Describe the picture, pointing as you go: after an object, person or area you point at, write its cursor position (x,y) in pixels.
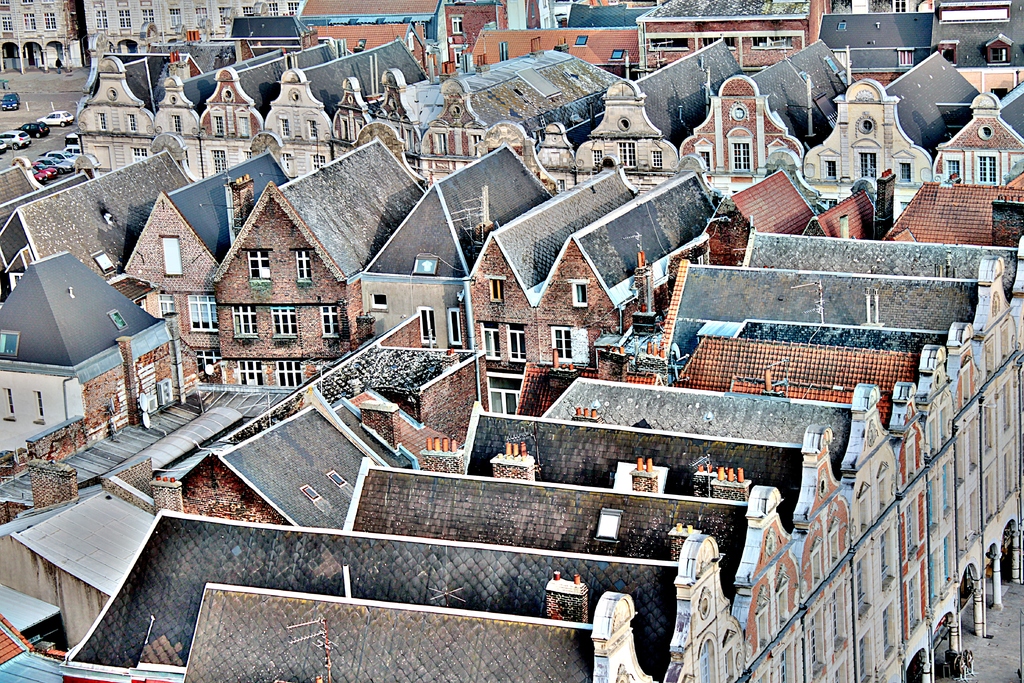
In the picture we can see full of house buildings (531,635) and in the background (10,101) we can see a path (22,94) near the building (38,8) with some cars (14,134) are parked.
